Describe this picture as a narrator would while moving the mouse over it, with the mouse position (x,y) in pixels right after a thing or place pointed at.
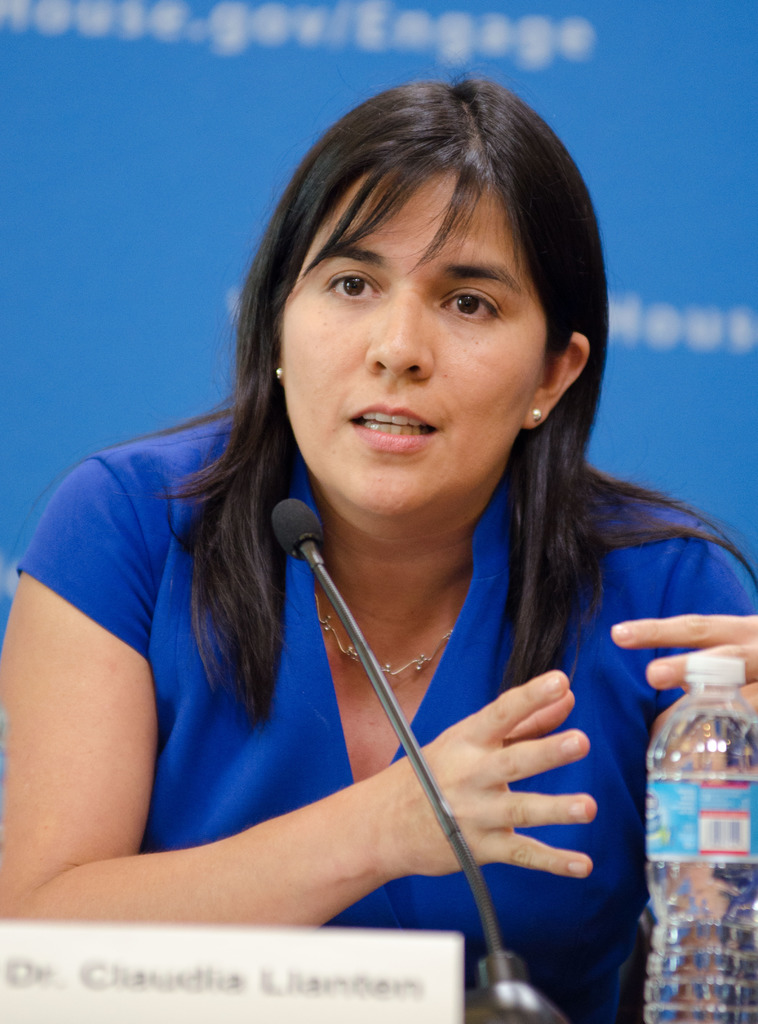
In this picture there is a woman (209,785) sitting besides a table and talking on a mike (347,610). In the right side (673,1014) there is a water bottle (708,662). In the left bottom (176,954) there is a board (178,940) and some text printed on it. She is wearing a blue dress (119,507) and ornament (420,659). In the background (200,157) there is a wall (470,50) and some text (53,7) printed on it.
